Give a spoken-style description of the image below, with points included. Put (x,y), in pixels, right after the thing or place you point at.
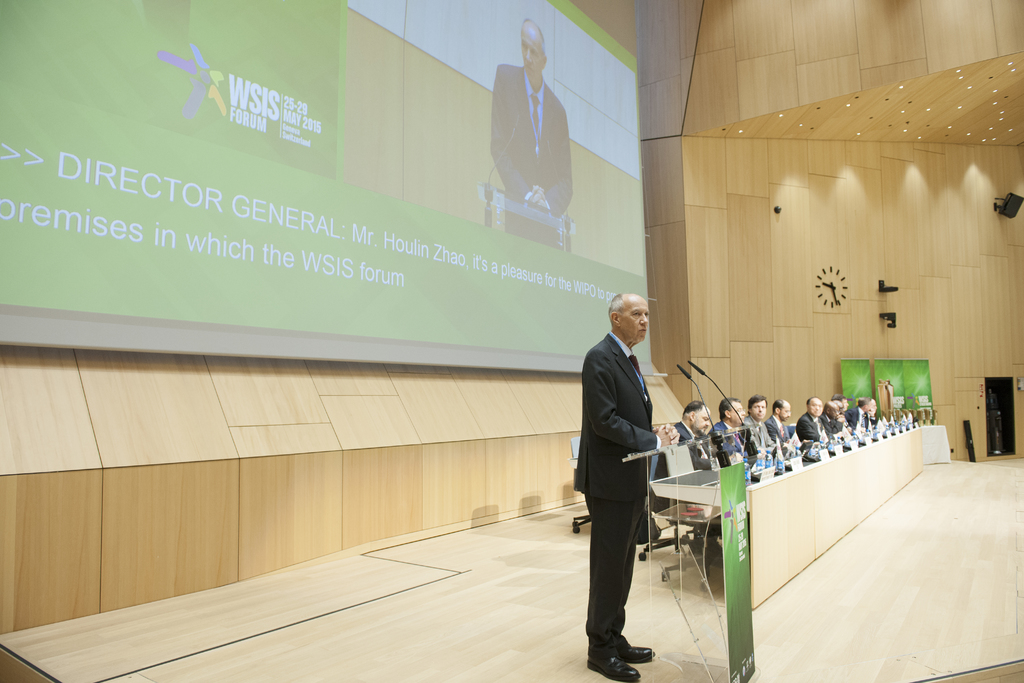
In this picture there is a man (623,537) wearing black suit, standing in the front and giving a speech. Beside there is a table (786,486) with group of men (815,430) sitting and watching to him. In the background (756,204) we can see the wooden paneling wall (681,220) and a big projector screen (244,229).
